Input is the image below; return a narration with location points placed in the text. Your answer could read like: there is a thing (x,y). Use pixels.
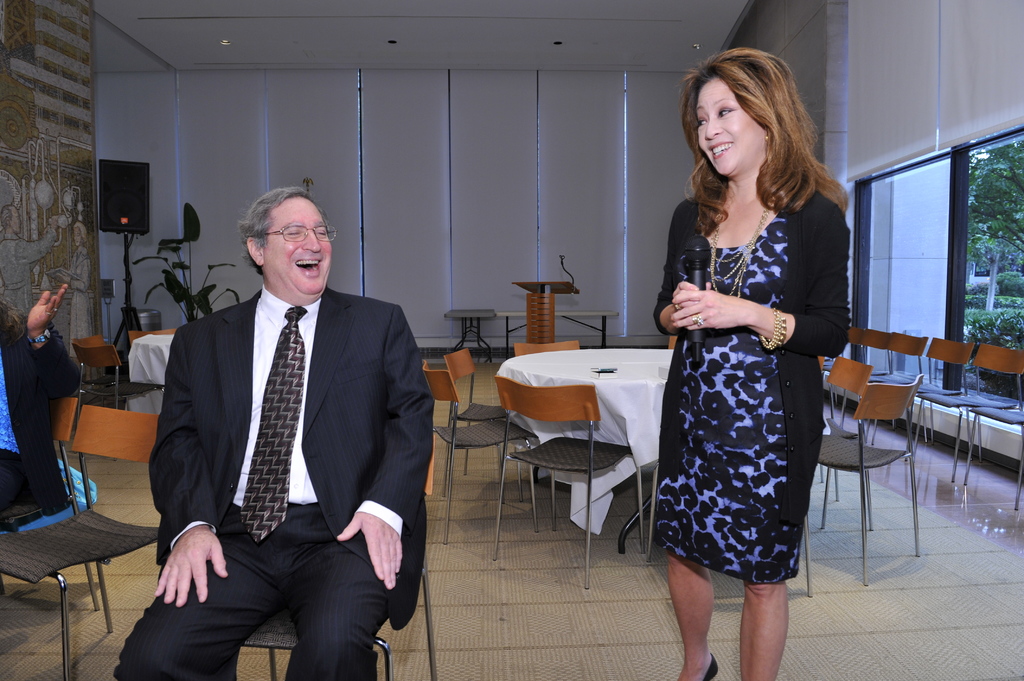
This is a picture taken in a room (600,357), the woman (754,352) in black dress (754,352) was holding a microphone (693,257) and a man (327,442) in black blazer (332,441) was sitting on a chair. Background of these people (398,469) there are chairs (471,441), tables (588,378), speaker (138,193), flower plant (195,299) and a wall (503,165). To the right side of the woman (733,351) there is a glass window (937,284) through which we can see the trees (1000,220).
